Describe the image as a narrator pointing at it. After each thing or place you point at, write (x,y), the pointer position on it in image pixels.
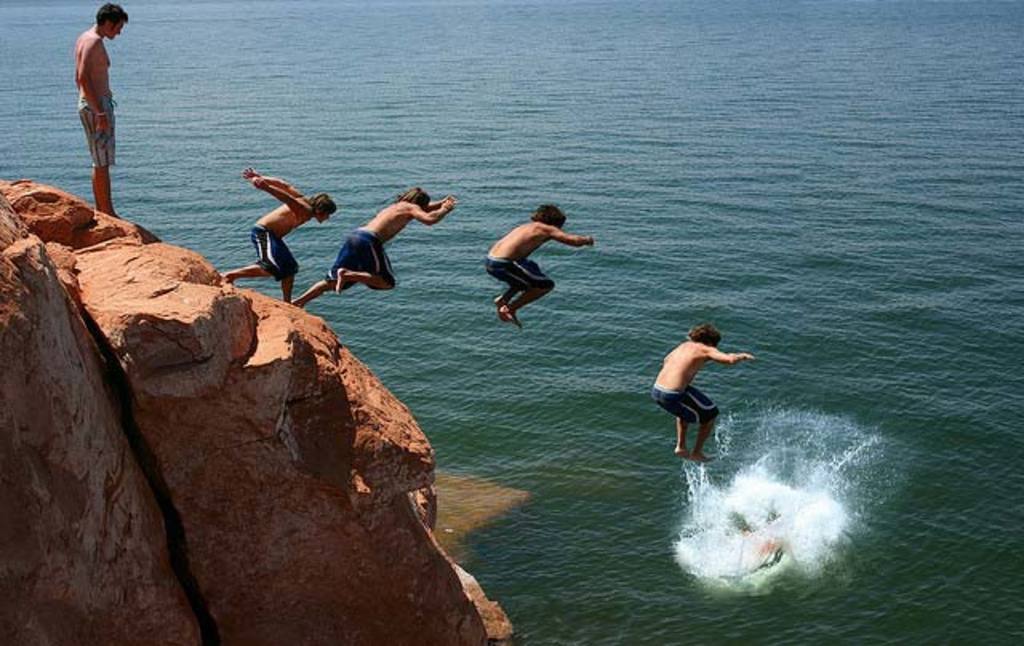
In the picture I can see a person (771,542) in the water (804,523) and there are three persons (537,262) in the air above him and there are two persons (91,141) standing on the rock (117,245) in the left corner (117,308) and there is water (459,43) in the background (492,54).
